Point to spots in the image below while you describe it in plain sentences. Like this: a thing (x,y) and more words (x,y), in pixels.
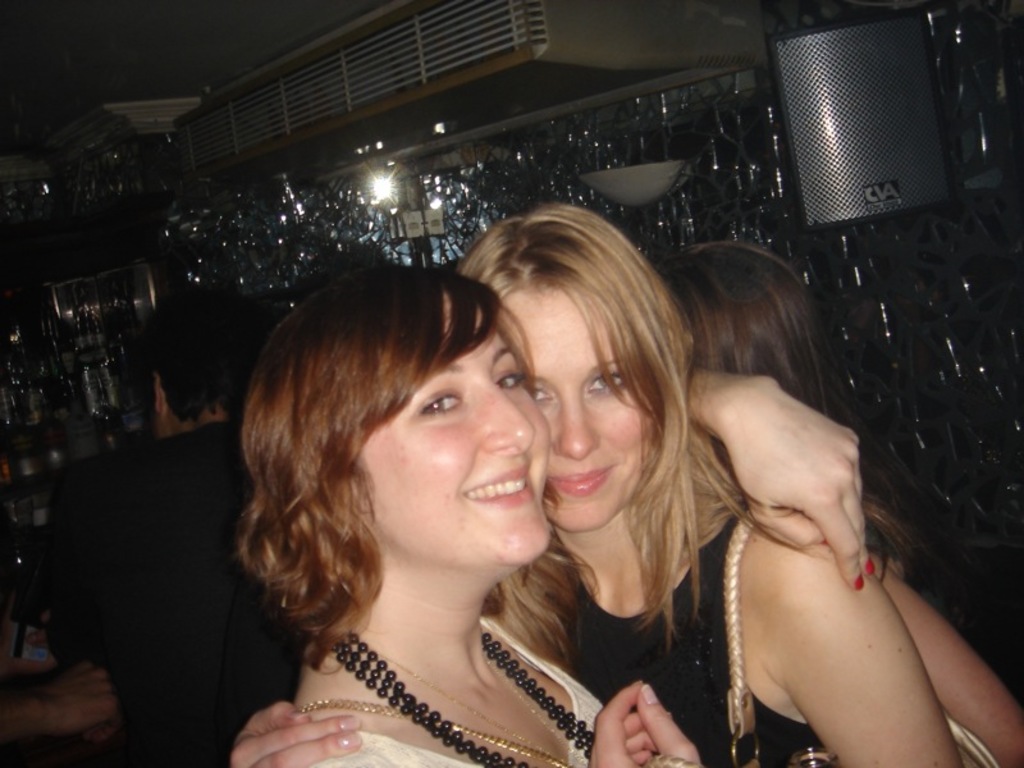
In this image we can see these two women (835,711) are standing very closely and smiling. In the background (91,557), we can see few more people (176,539), speaker boxes (838,217), lights (379,187), wall (422,180) and central air conditioner (333,69) to the wall (230,193).
